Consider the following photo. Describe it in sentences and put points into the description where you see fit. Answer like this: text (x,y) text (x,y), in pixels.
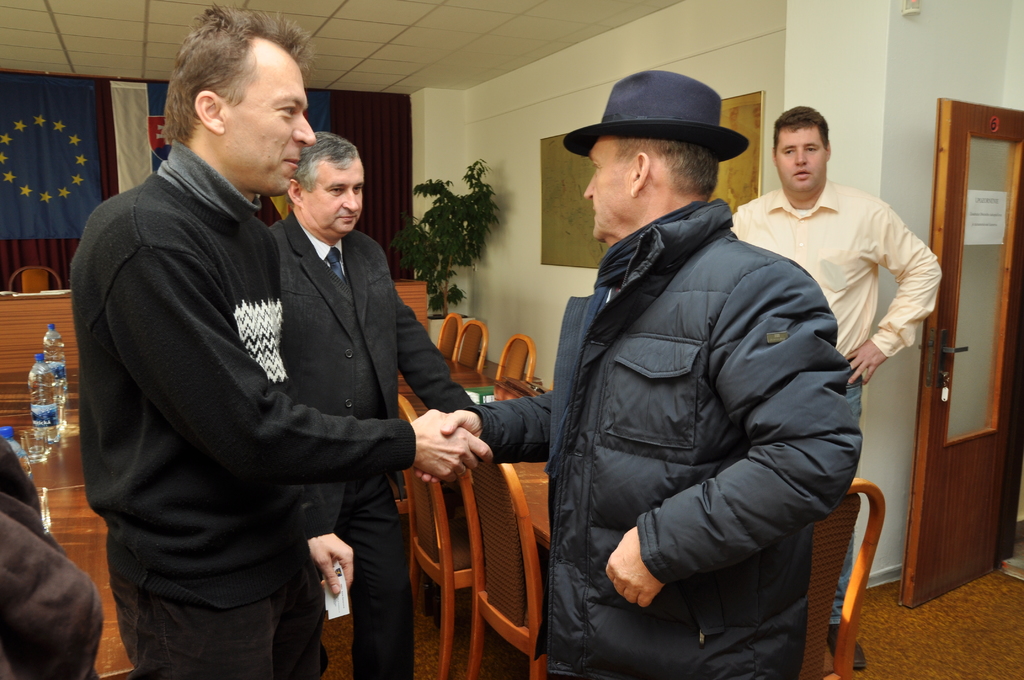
In this image I can see in the middle (675,296) two men (676,420) are standing and shaking their hands (433,450), they wore black color coats (607,461). At the back side (455,347) there are chairs (430,517) and dining table (531,479), on the left side (56,341) there are water bottles (56,341) on the table (64,440). On the right side (876,243) a man (841,325) is standing, he wore shirt (867,286), trouser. Beside him there is the door (991,370).
